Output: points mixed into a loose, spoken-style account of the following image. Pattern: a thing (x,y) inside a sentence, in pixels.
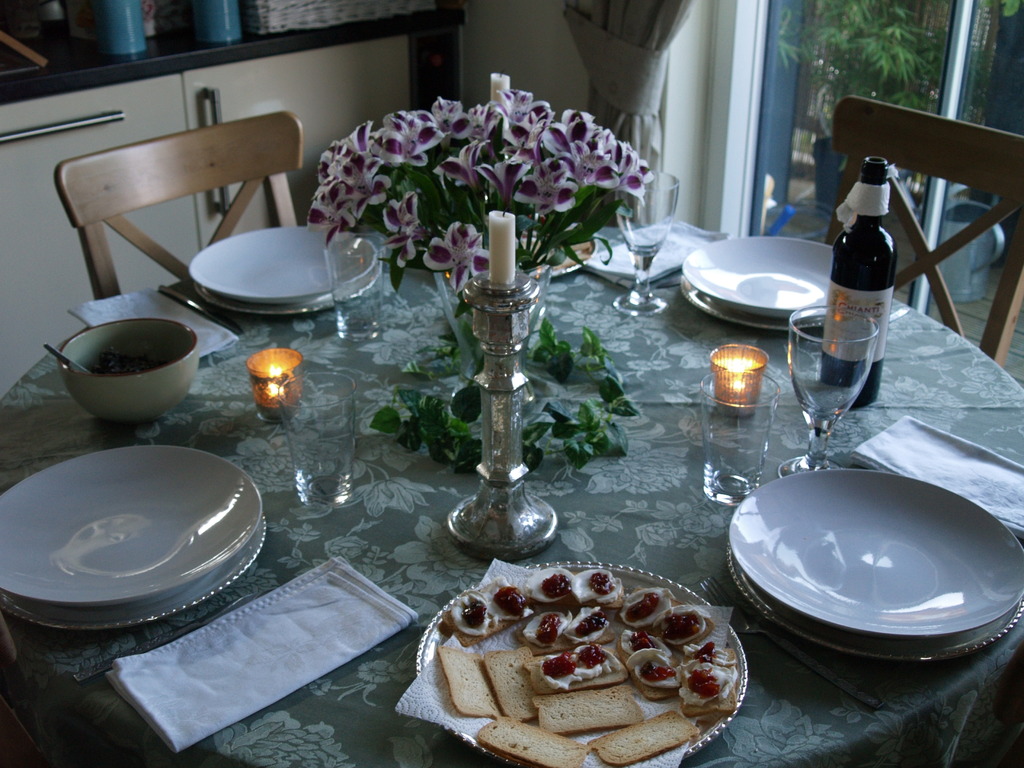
There is a table (947,394). On this table (312,697) there is a napkin (226,635), plates (173,544), light (263,396), glass (327,428), candle (505,257) and candle stand (507,384), a flower vase (548,288) containing flower bouquet (488,179). Near to the table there are two chairs (250,183). In the background (818,52) there is a window (813,41), curtain (625,37) and a cupboard (238,67). And on the table (412,335) there is a plate (708,720) containing some snacks (585,680). There is a wine bottle (868,316) and wine glass (817,393) on this table (798,428).
